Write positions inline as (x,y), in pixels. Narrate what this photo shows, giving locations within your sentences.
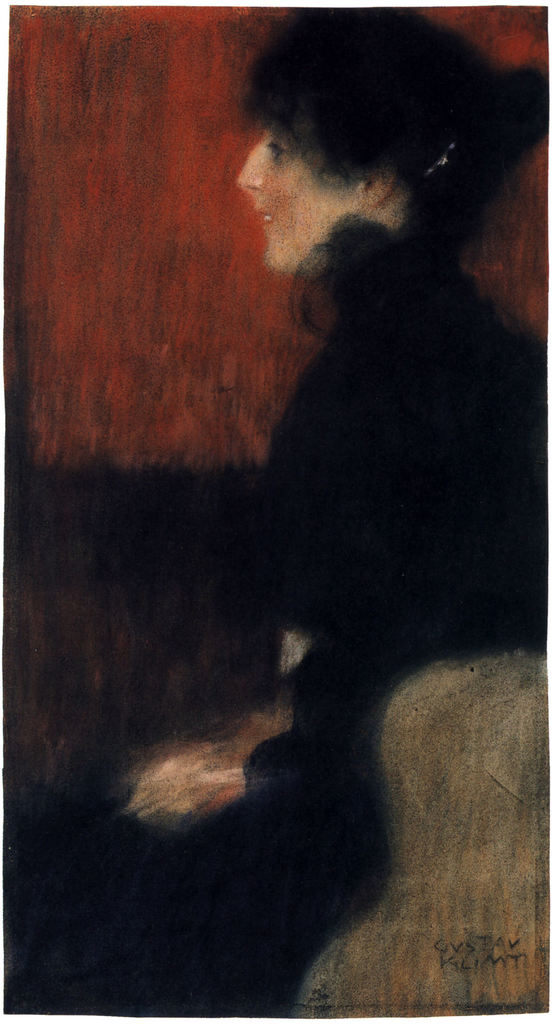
In this picture there is a painting (244,434) of a woman (329,475) and she is wearing black clothes (443,618).
